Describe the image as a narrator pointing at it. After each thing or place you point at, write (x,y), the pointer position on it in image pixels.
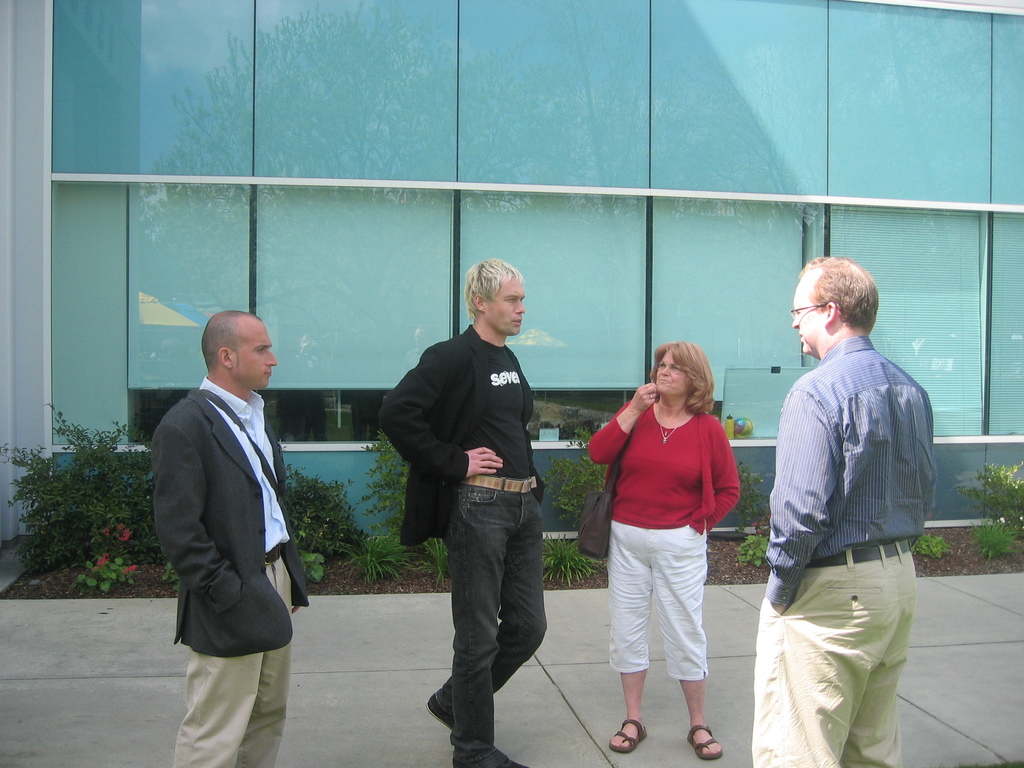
In the image we can see three men (474,519) and a woman (626,500) standing, wearing clothes (622,578) and the right side man (842,541) is wearing spectacles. Here we can see plant (1004,485), glass wall (529,168) and footpath (91,684).
